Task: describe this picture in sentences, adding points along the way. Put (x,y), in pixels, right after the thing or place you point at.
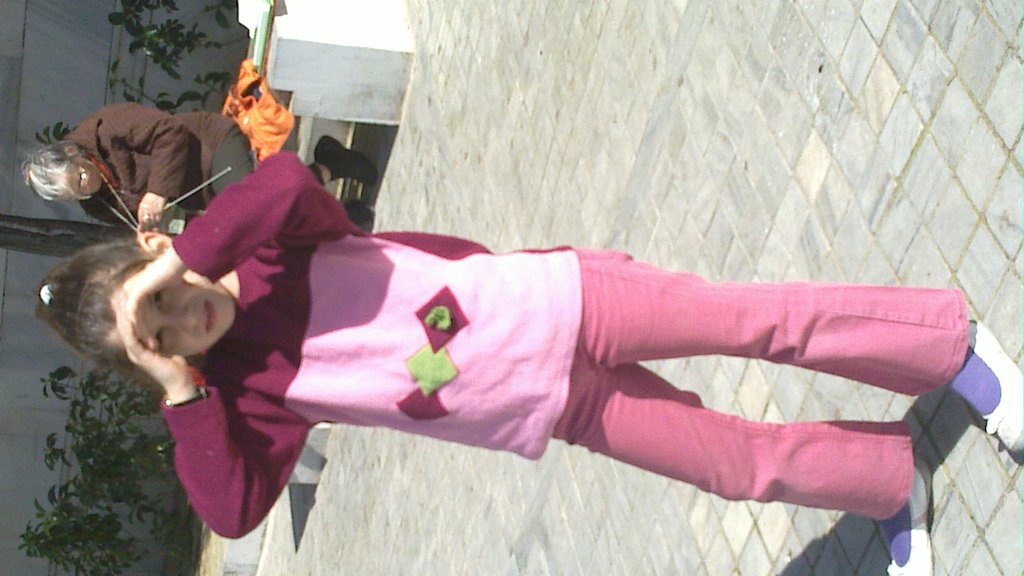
In the picture we can see a girl child (622,444) standing on the path (889,401) and keeping her hands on the forehead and in the background (202,106), we can see a person (87,141) sitting on the bench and behind her we can see some plants (16,226) and a wall (8,571).
